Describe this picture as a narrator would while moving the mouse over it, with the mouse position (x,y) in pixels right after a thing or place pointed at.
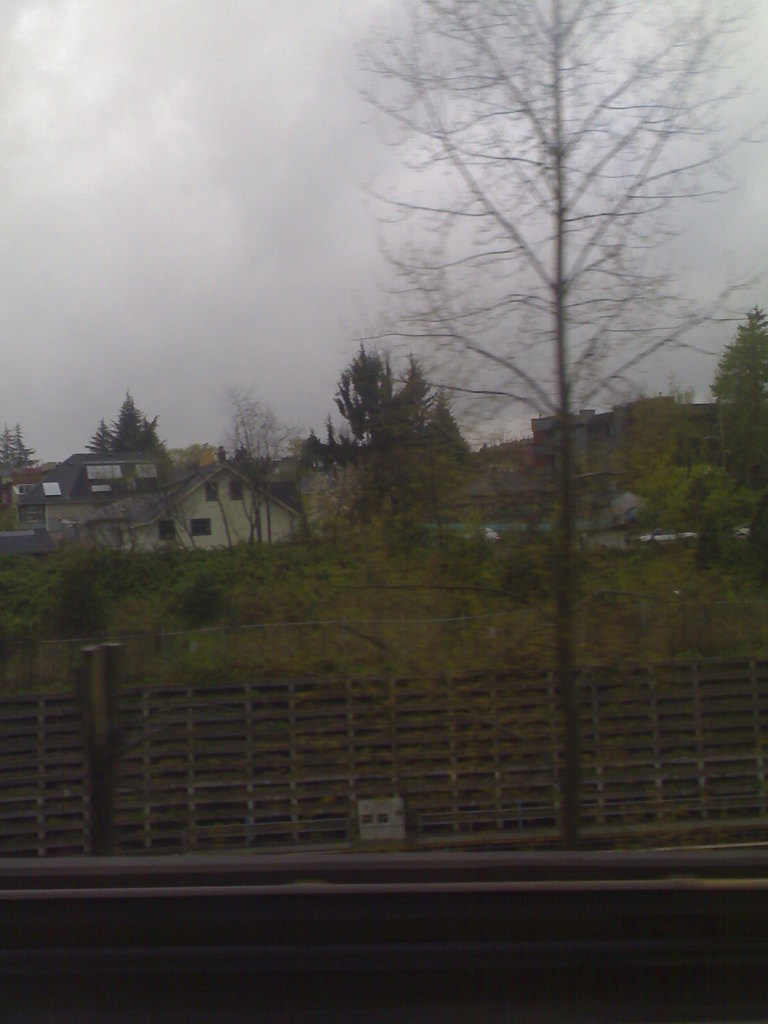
In the image there is a wooden fencing (600,673), behind the fencing (45,722) there are trees (125,442) and plants (239,549), in the background (206,466) there are houses (582,461).
